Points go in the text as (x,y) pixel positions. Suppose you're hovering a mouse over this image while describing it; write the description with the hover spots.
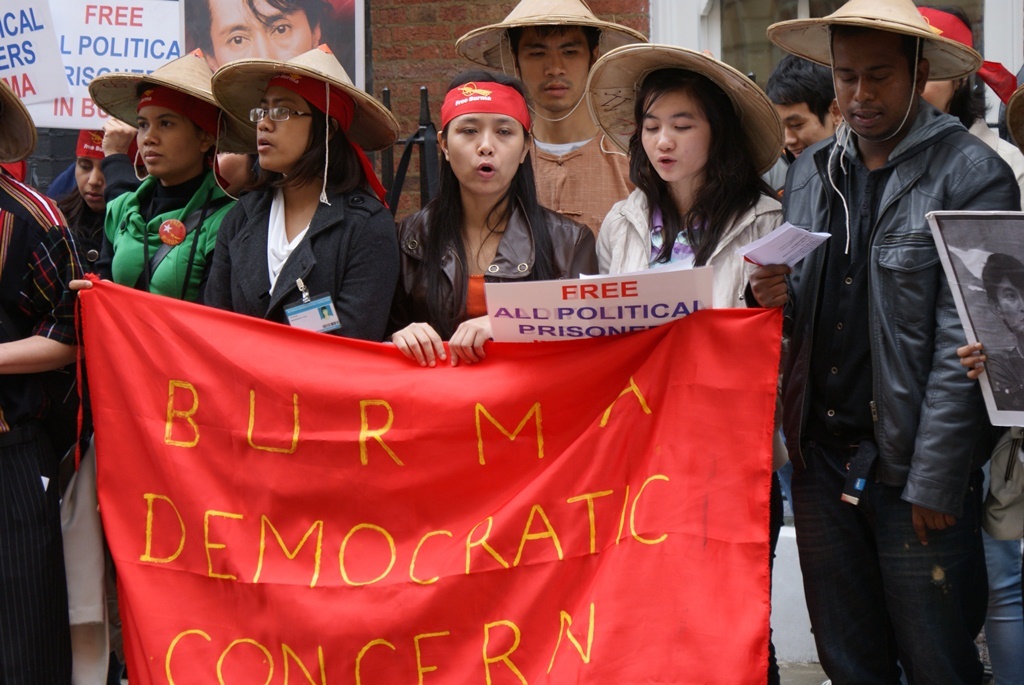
In this image, we can see there are persons (53,213) in different color dresses (13,220). Some of them are holding an orange color banner (743,453). In the background (144,69), there is a poster (320,38), there are two placards (11,16) and there is a building (715,13).
